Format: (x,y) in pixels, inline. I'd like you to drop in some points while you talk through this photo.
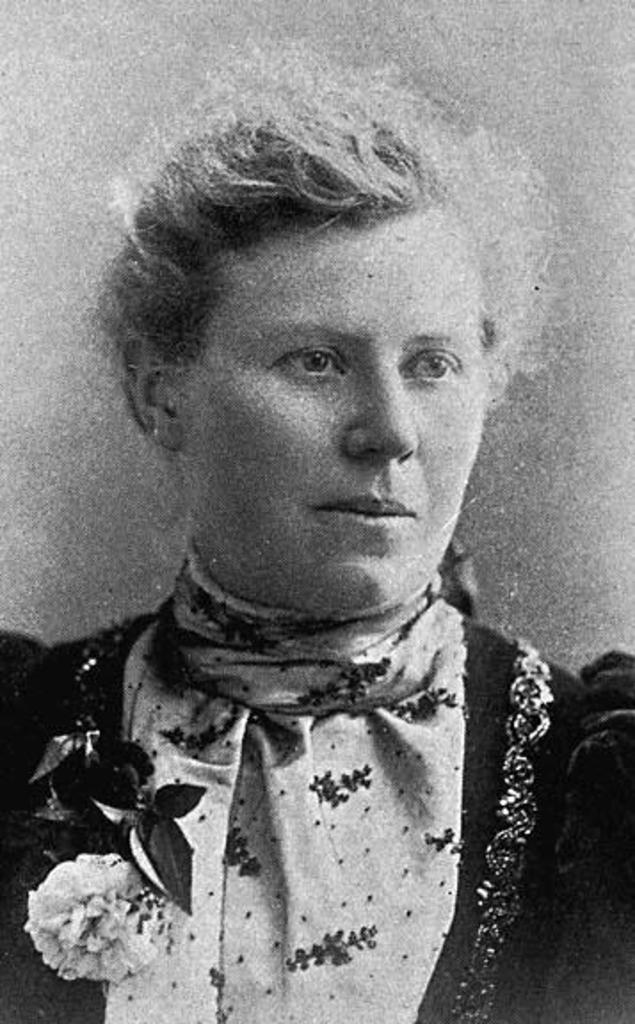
In this picture, we can see an old black and white photo (313,750) and in the photo (362,759) there is a woman (337,742).
